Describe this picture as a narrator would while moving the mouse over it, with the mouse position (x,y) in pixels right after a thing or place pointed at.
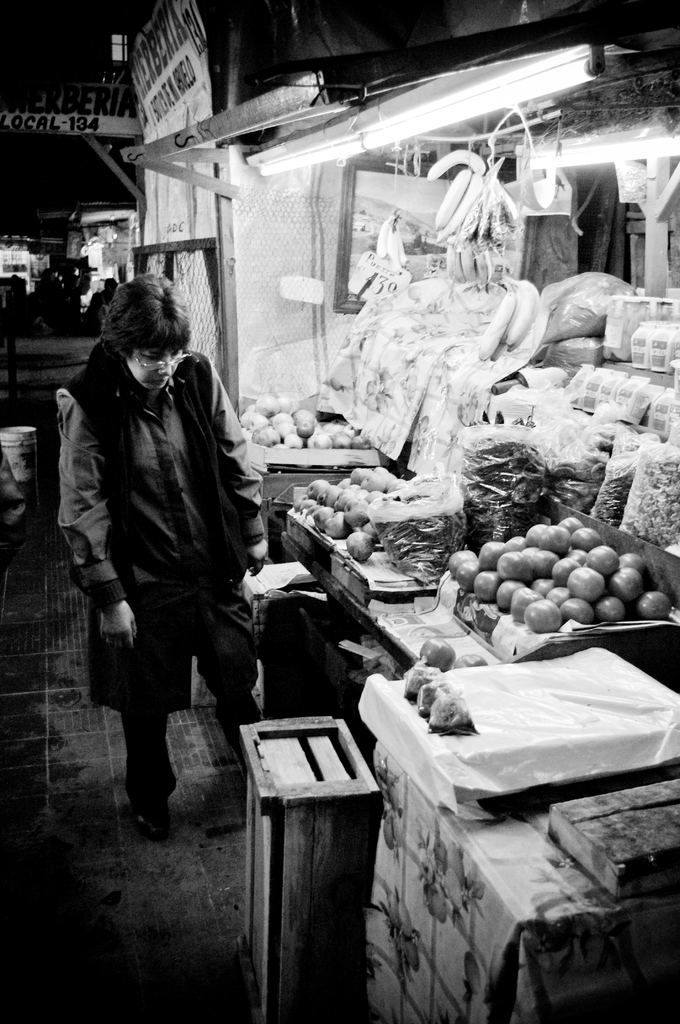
In this image we can see the fruits (458,251) on the table (302,454). Here we can see the lighting arrangement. This is looking like a mirror (398,223). Here we can see a woman (72,534) standing on the floor (57,682). Here we can see a wooden block (251,784) on the floor (45,462). This is looking like a plastic bucket (9,443) on the floor (43,471).
